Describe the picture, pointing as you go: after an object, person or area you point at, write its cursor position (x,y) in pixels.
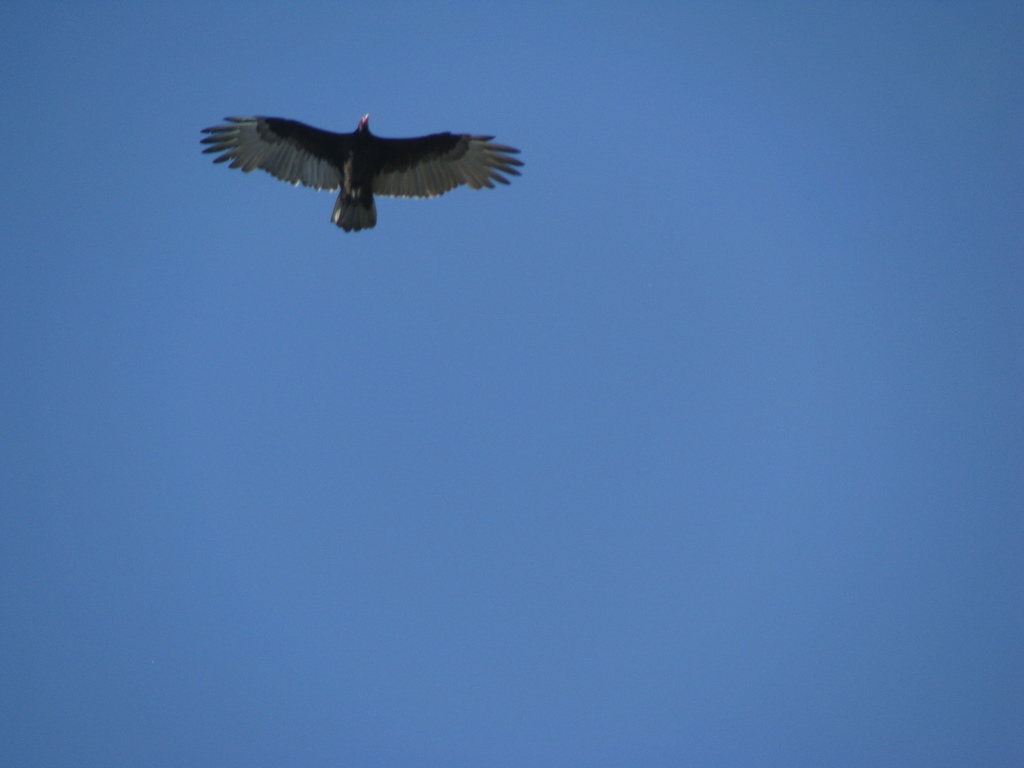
In this image a bird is flying in air (538,448). Background (962,728) there is sky (385,322).
